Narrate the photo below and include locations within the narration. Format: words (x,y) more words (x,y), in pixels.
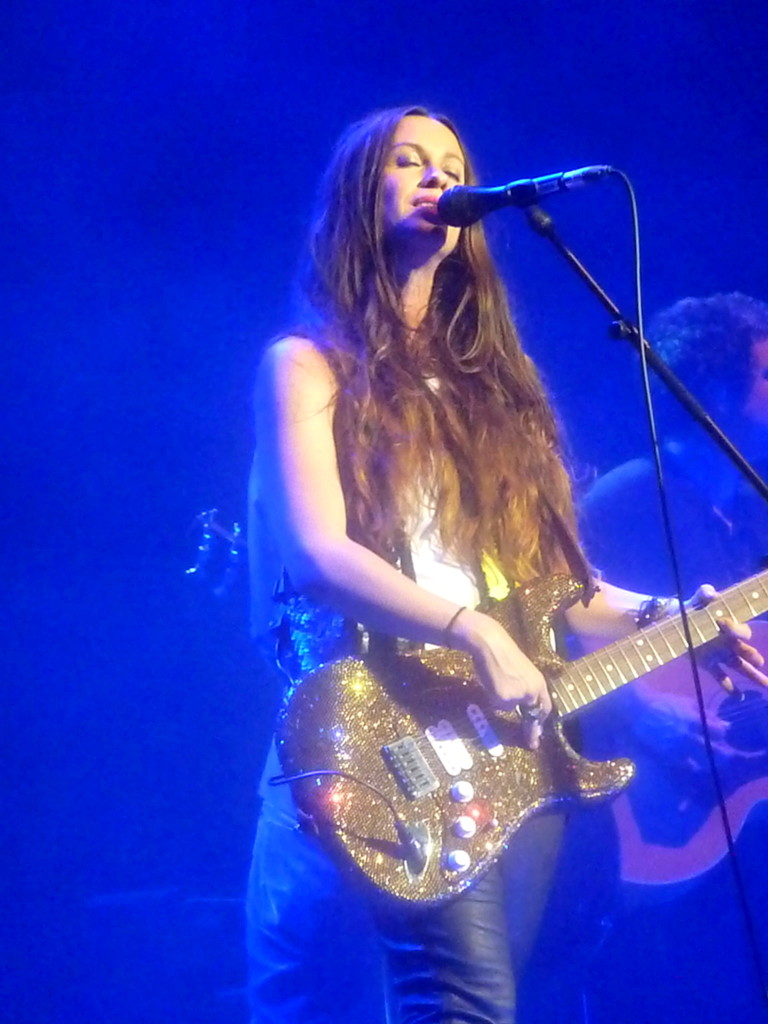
Here we can see one women (359,442) with long hair (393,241) standing in front of a mike (541,181) and playing guitar (529,762). Aside to this woman (710,598) we can see a man (682,445) with guitar (663,855). Background (614,148) is full of blue color.
